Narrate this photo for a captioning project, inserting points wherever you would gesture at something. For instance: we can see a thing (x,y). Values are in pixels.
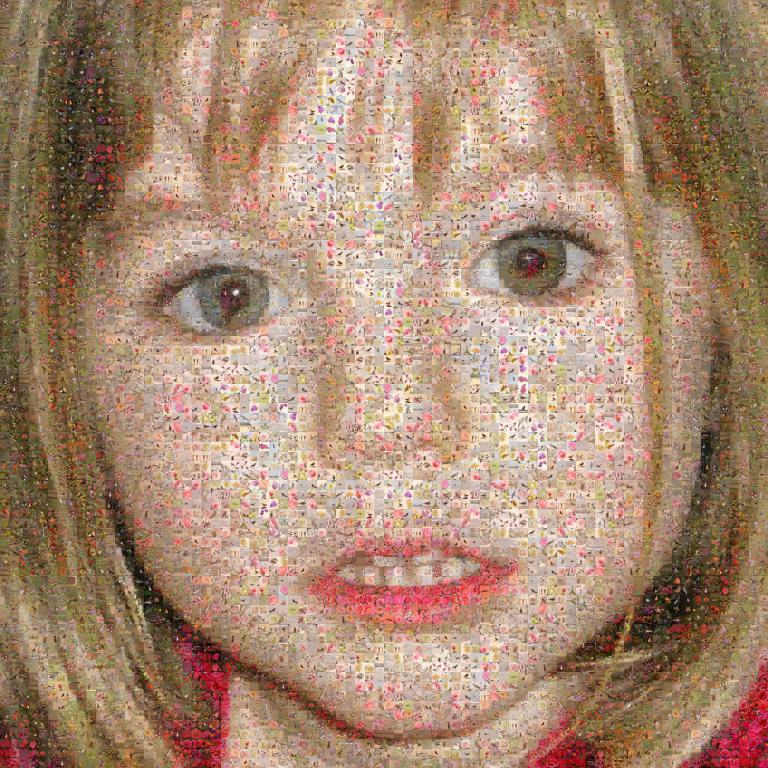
In this image we can see an edited image of a person (469,348).
